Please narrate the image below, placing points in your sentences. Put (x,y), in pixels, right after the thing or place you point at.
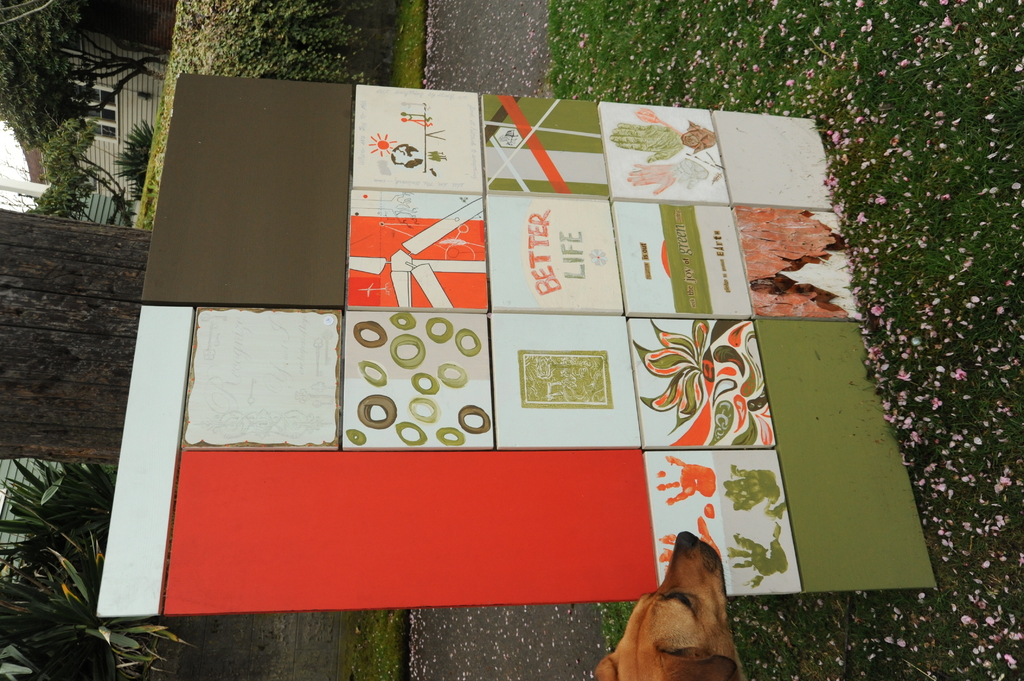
In this image, we can see a dog (678,588) and there is a board (496,298). In the background (141,172), there are trees (60,177), plants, buildings (96,142) and we can see a hedge (298,48). At the bottom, there is ground (779,57) and road (503,50).
